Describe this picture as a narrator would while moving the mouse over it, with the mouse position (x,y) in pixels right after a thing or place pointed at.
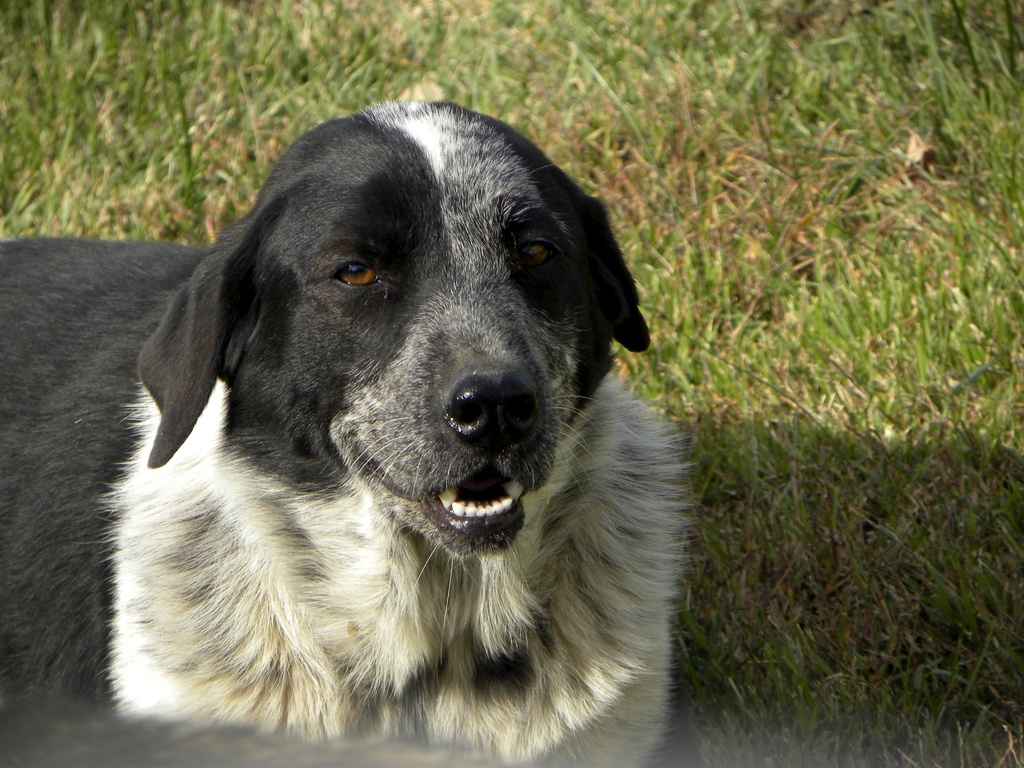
In the image in the center (398,333), we can see the dog (368,424), which is in black and white color. In the background (663,157) we can see the grass (663,157).
